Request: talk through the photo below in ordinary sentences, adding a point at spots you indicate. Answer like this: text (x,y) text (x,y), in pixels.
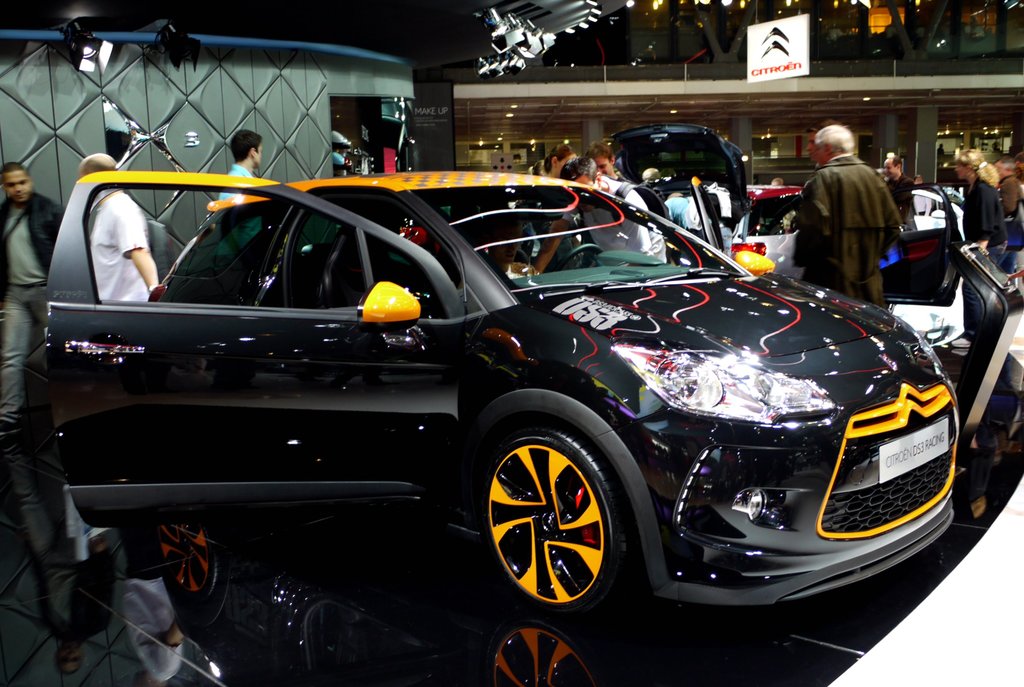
In this image we can see the inside view of the mall (511,117). And we can see the cars (548,356). And we can see a few people (856,211). And we can see the lights (523,68).
